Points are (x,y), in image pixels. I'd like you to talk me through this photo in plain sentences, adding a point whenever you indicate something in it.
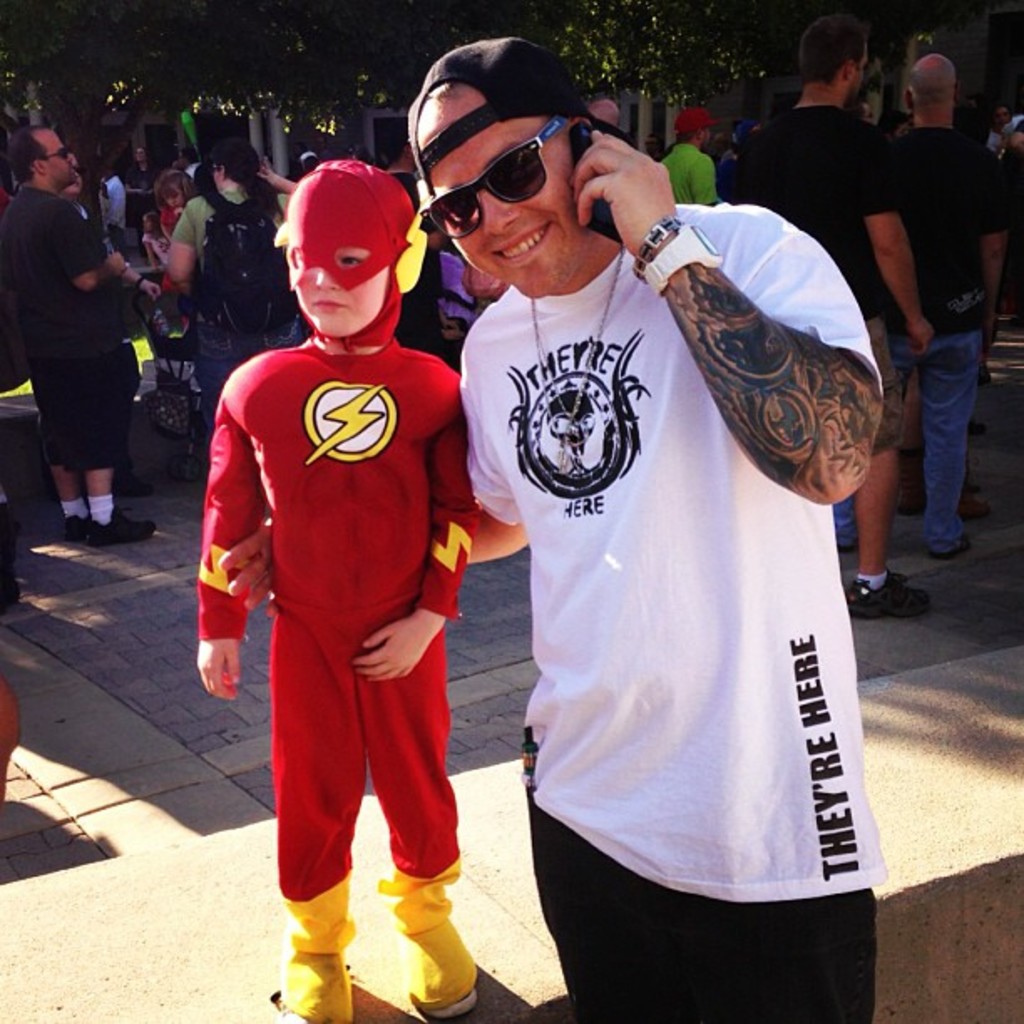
In this picture I can see two persons (426,423) standing, a person (272,357) in a fancy dress (315,985), there are group of people (43,139) standing, and in the background (629,8) there are trees (57,90).
